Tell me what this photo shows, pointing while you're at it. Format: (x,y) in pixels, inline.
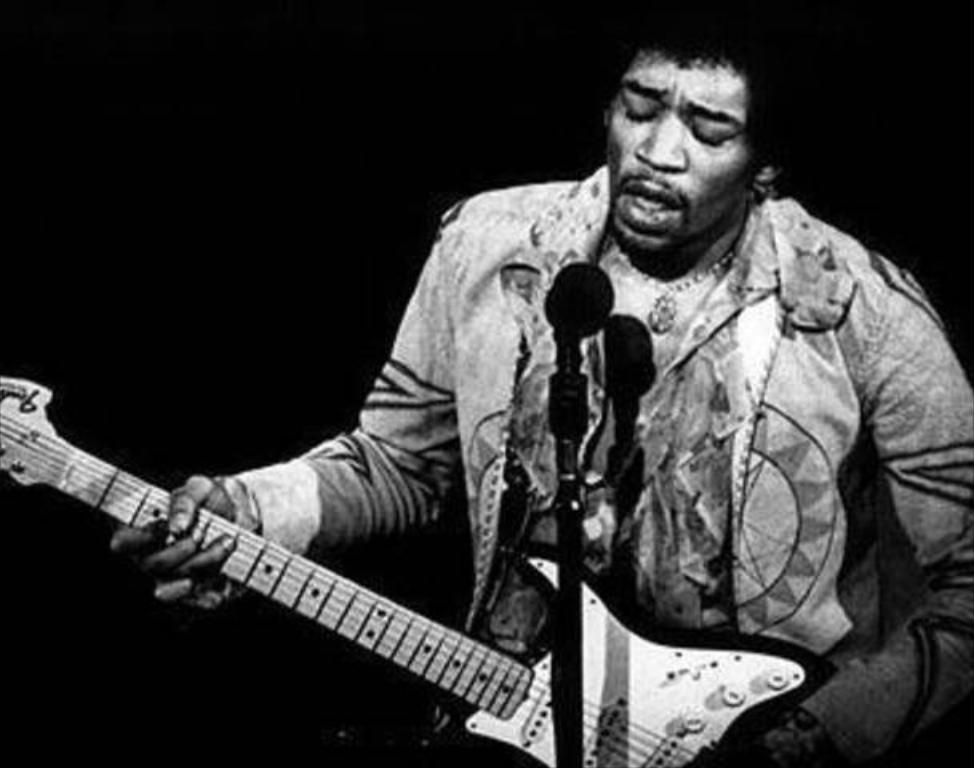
In this picture we can see man (808,371) holding guitar (769,658) in his hand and playing it and singing on mic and in background (344,175) it is dark.
